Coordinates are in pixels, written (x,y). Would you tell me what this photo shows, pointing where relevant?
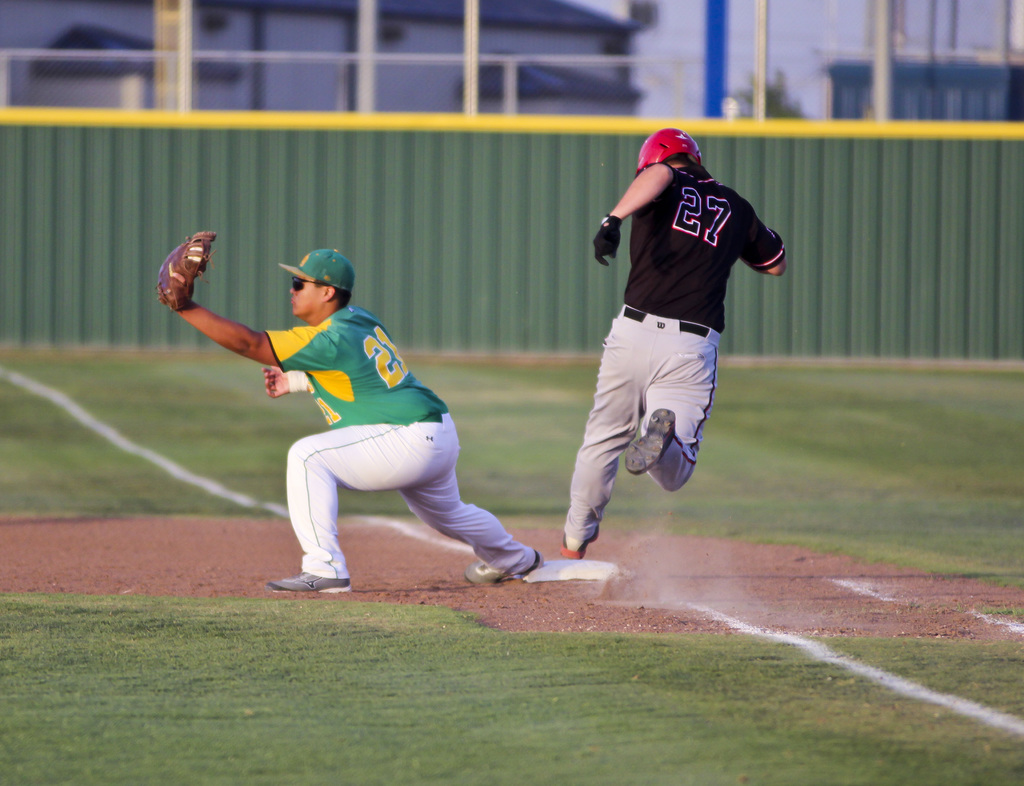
In this image it seems like it is a baseball match in which there is a baseball player (652,332) running on the ground (624,555) while the other man (445,482) is holding the ball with the glove (170,279). In the background (255,156) there is a fence (315,167). Above the fence (329,169) there are poles (877,62). On the ground (237,647) there is grass (237,647) and sand (160,571).
